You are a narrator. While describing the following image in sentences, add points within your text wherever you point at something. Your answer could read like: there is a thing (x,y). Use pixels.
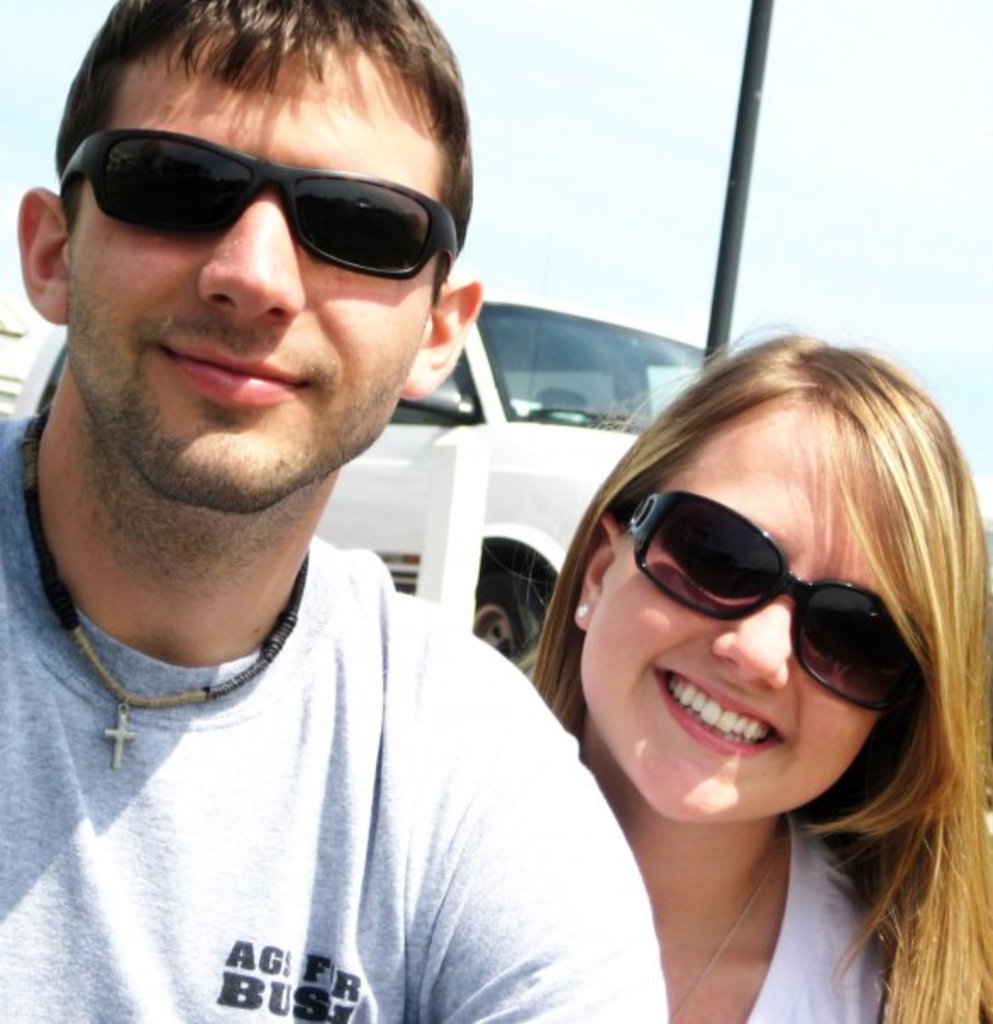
In this picture we can see a man (394,646) and woman (645,727), she wore spectacles (824,638), and they are smiling, in the background (598,457) we can see a vehicle (611,411) and a pole (754,99).
